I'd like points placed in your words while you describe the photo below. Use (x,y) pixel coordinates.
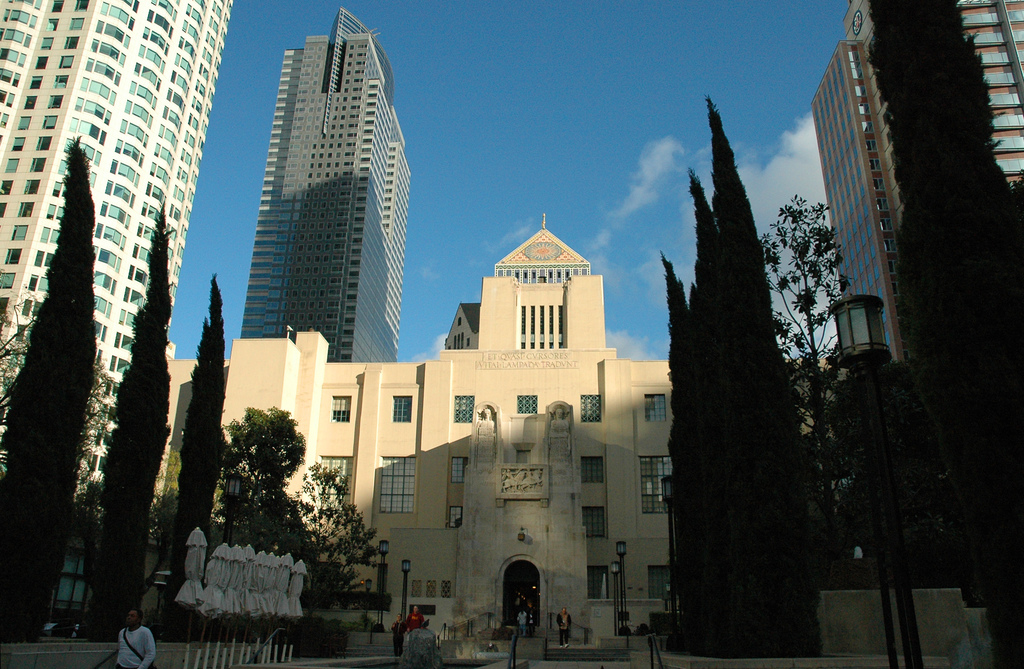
In this picture I can see many buildings (481,497). On the right (769,593) and left side (21,564) I can see many trees (18,485) and street lights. In the bottom left corner (128,646) there is a man (132,636) who is standing near to the white umbrella (207,595). At the top (583,96) I can see the sky (603,142) and clouds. In front of the door (513,577) I can see some persons (568,630) who are standing on the stairs (568,647).
